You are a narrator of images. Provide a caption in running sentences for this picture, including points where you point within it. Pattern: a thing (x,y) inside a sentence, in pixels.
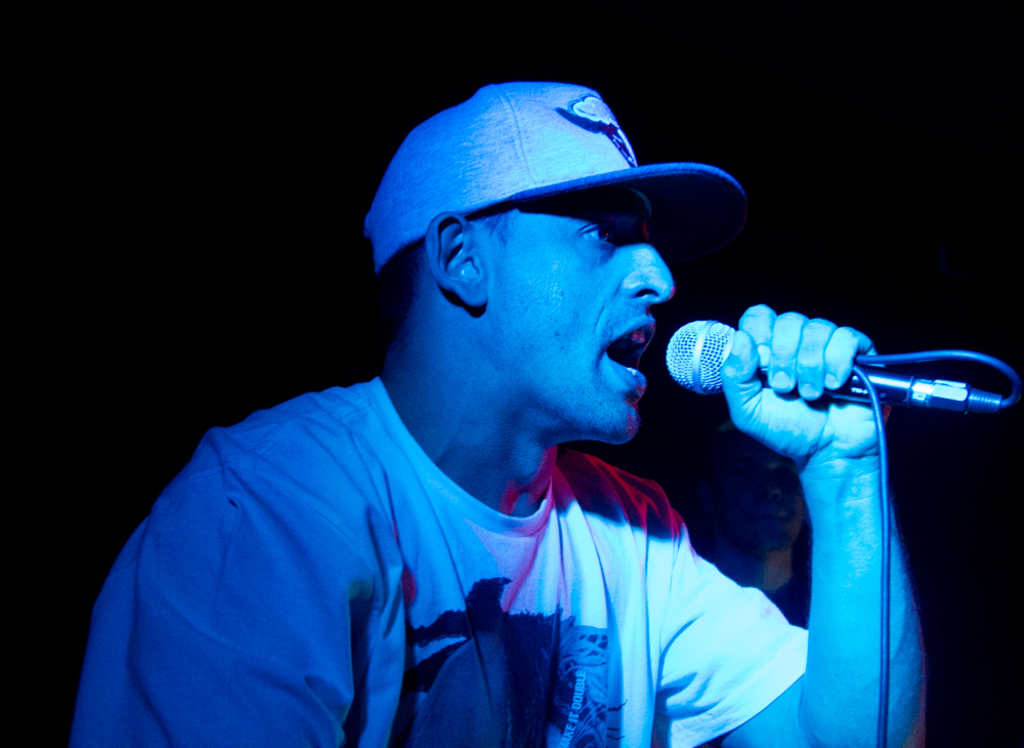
This picture shows a man (532,426) singing holding a mic (700,355) in his hand (803,398). He is wearing a cap (489,149). In the background (396,74) there is dark.
